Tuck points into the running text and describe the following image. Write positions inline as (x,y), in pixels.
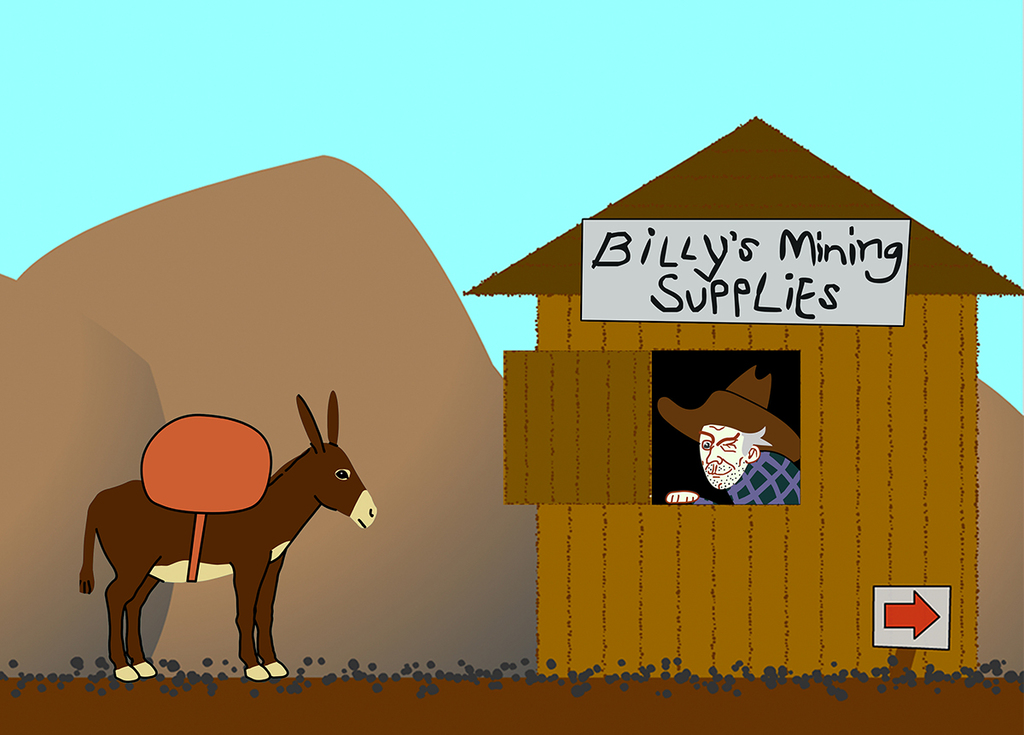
It is an animated image there is an animal (241,528) standing in front of a hut (705,519) and inside the hut (618,410) there is a person (710,448) peeking outside through the window (668,460) and in the background (279,294) there are hills (367,312) and sky (391,132).
